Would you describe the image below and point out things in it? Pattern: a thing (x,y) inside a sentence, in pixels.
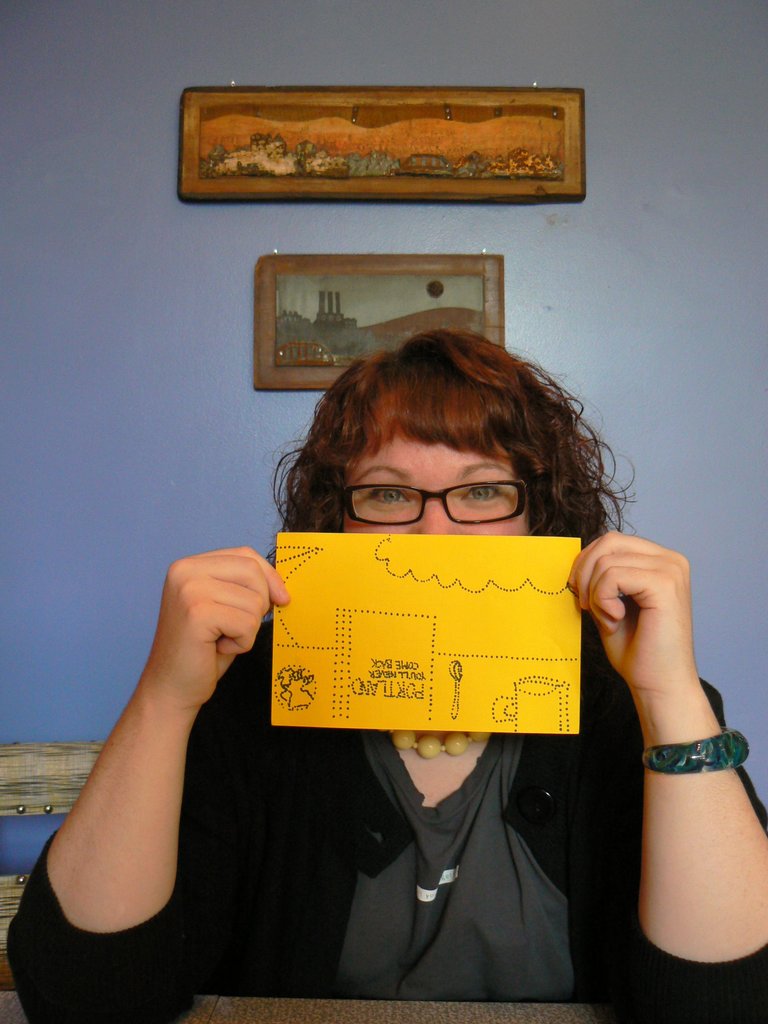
In this picture there is a woman (635,604) who is wearing spectacle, jacket (597,845), t-shirt (411,861), bracelet (701,741) and she is holding a yellow paper (451,677). She is sitting near to the table (359,1017). Behind her I can see the frame (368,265) and painting frame (281,332) on the wall (126,584).
